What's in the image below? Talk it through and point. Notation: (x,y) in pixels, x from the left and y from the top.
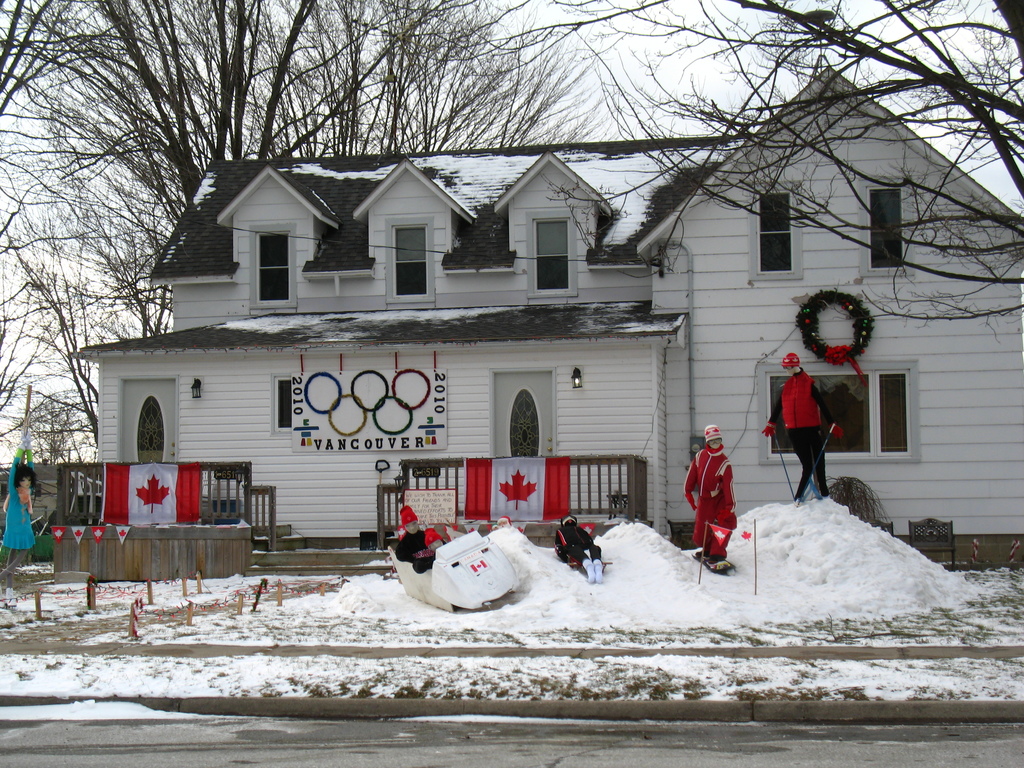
In this picture we can see snow (644,550) and scarecrows (428,542), in the background (437,218) we can see few trees (364,137), a house (476,185), flags (123,492) and a hoarding (400,425).
